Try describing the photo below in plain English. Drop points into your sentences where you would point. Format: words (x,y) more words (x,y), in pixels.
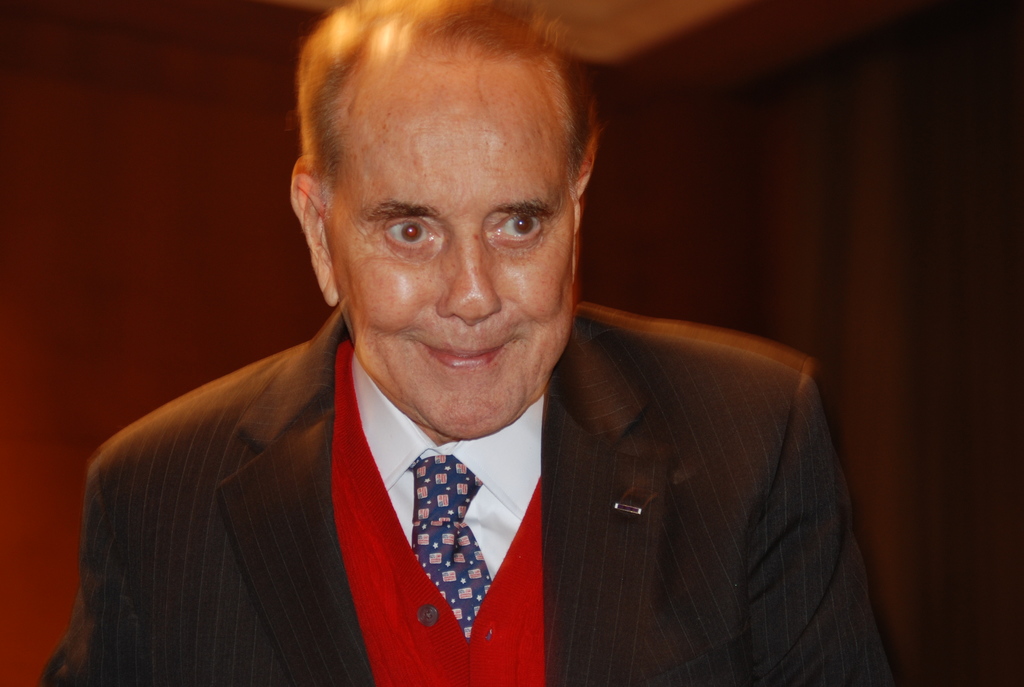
In this picture I can see a man (412,460) and he is wearing a coat (546,468) and a tie (455,583) and I can see dark background (19,127).
